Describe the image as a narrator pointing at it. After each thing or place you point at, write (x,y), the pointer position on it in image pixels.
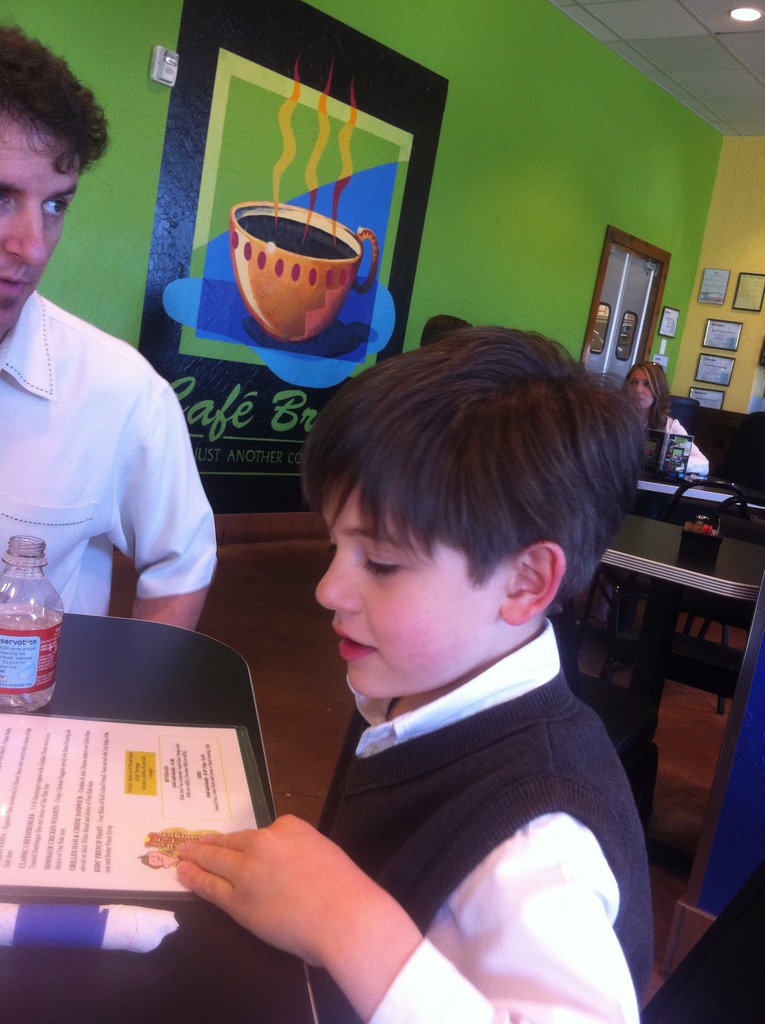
This picture shows the inner view of a room (686,118). There are some frames (718,330) hanged on the wall (699,303), one light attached to the ceiling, some text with images (246,235) painted on the green wall (475,56) and one object (176,62) attached on the green wall (460,125). Some people (555,924) sitting on the chairs (684,413), one glass door (618,333), some objects (66,891) are on the surface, some chairs (728,972), tables (658,479) and some different objects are on the tables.
